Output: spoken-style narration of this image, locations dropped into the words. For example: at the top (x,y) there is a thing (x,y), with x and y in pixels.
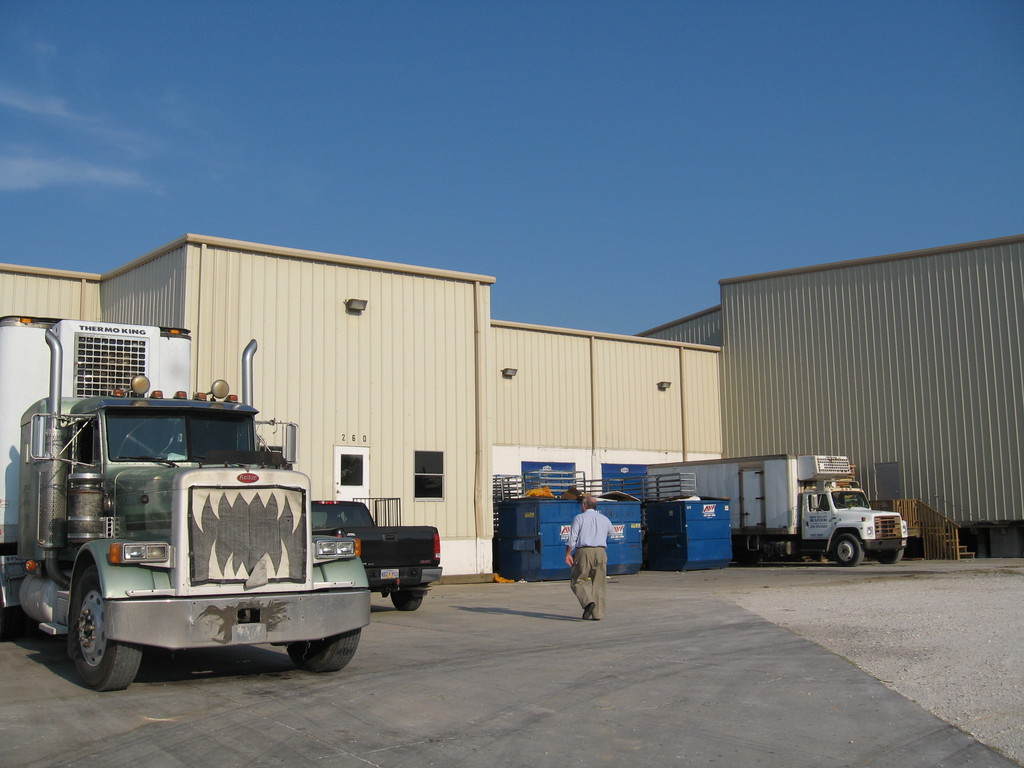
In the foreground of this picture (231,557), there is a truck (190,545) on the left side of the image (190,545). In the background (588,467), there is a man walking on the ground (598,672), building (787,411), vehicles (817,513), and the sky (350,224).
